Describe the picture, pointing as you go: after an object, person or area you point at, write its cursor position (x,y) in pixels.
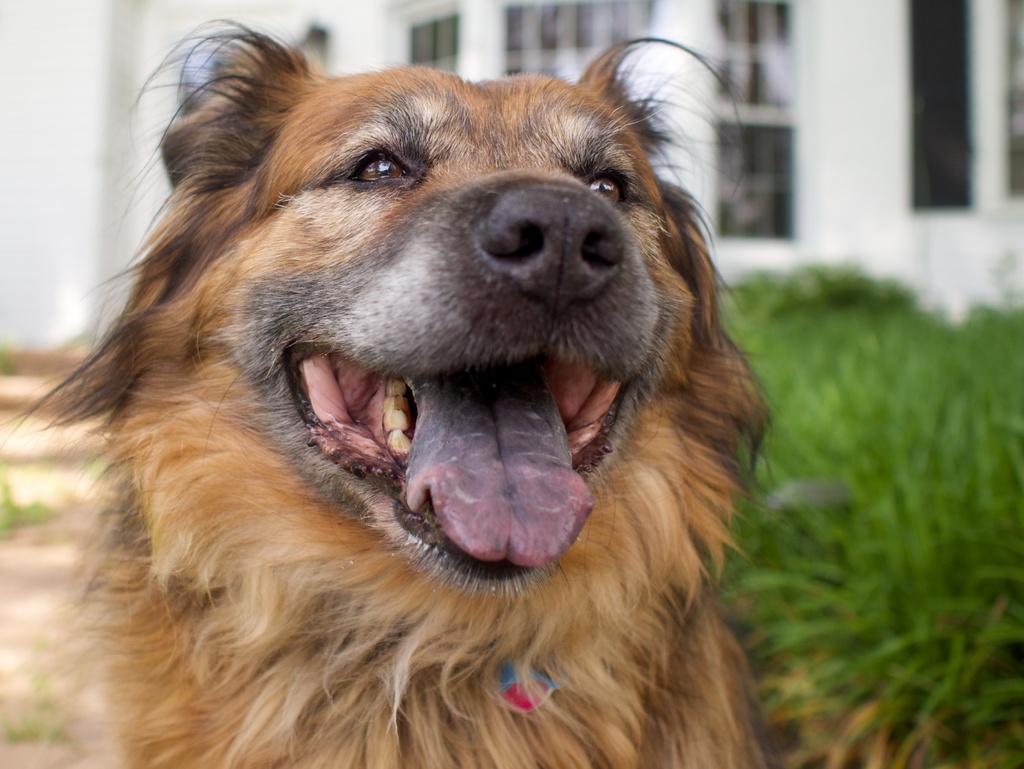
In this image I can see the dog (418,604) which is in brown and black color. To the side of the dog (565,573) I can see the plants (868,419). In the back (351,22) there is a building (566,52) which is in white color.
